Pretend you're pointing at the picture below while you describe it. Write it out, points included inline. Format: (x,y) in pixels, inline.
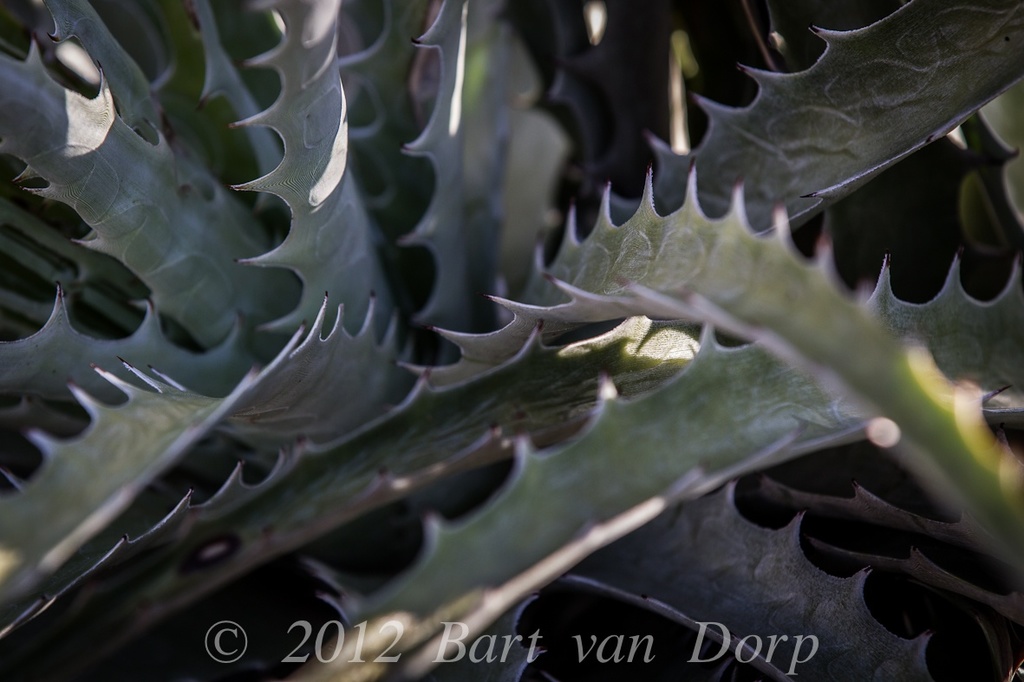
There is a plant (448,329) with leaves (514,400). On the leaves (397,189) there are thorns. At the bottom (314,644) there is a watermark (650,647).
